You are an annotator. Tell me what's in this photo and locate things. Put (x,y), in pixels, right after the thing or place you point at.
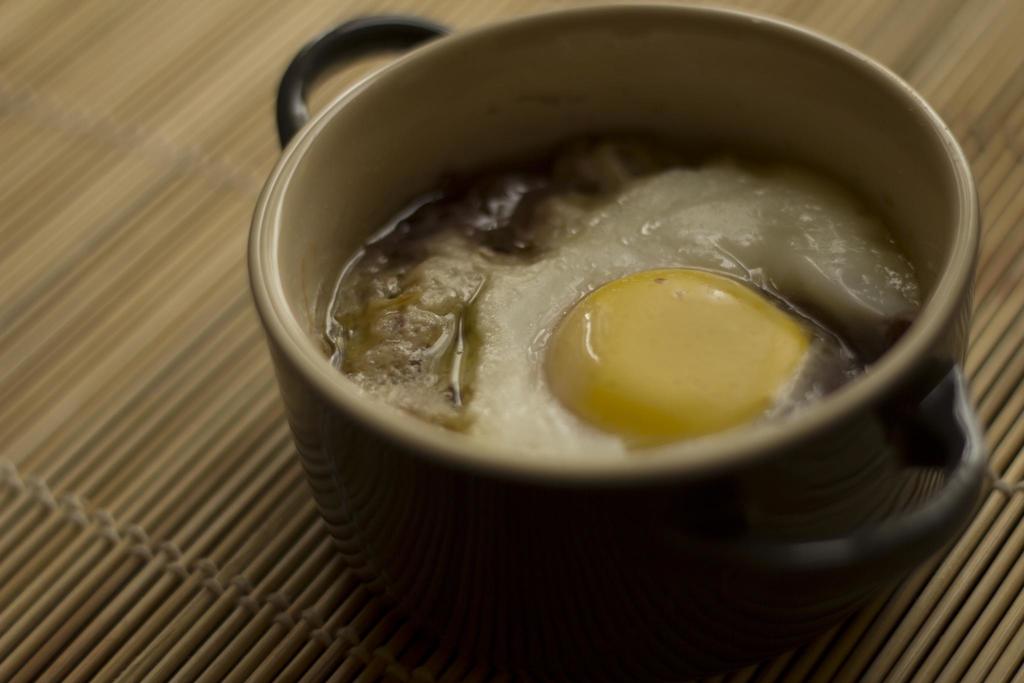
In this picture we can see food (552,201) in a bowl (356,479) and the bowl (466,437) is on an object (932,635).
